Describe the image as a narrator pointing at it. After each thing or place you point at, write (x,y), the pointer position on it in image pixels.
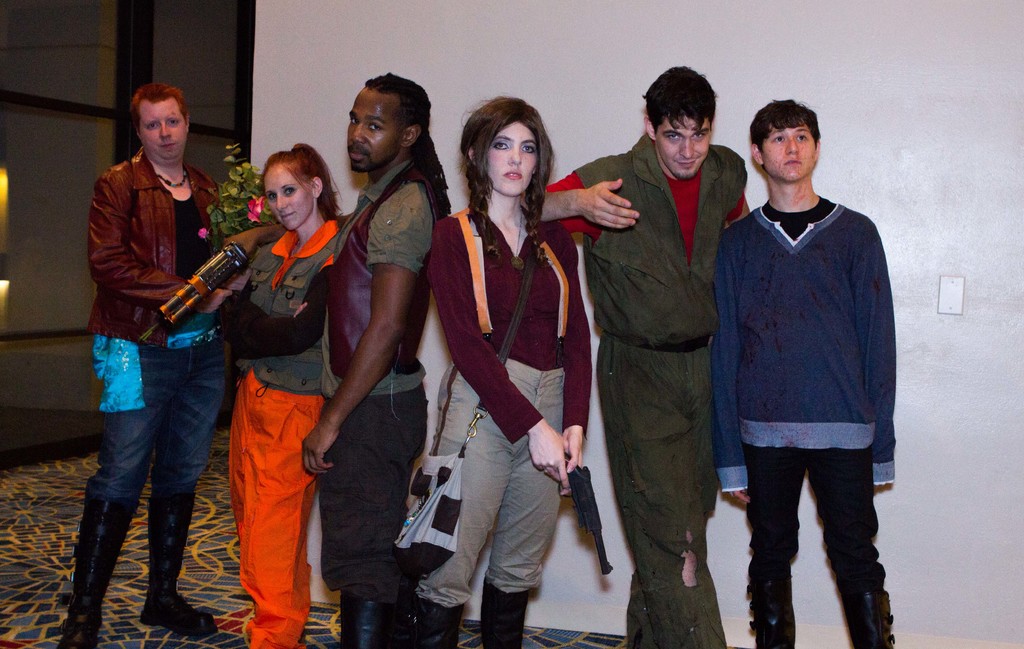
In this picture we can see a group of people (363,287) standing and the two people (177,283) holding some objects (193,286). Behind the people (500,320) there is a house plant (233,215), a wall (337,103) and a glass window (56,100).
